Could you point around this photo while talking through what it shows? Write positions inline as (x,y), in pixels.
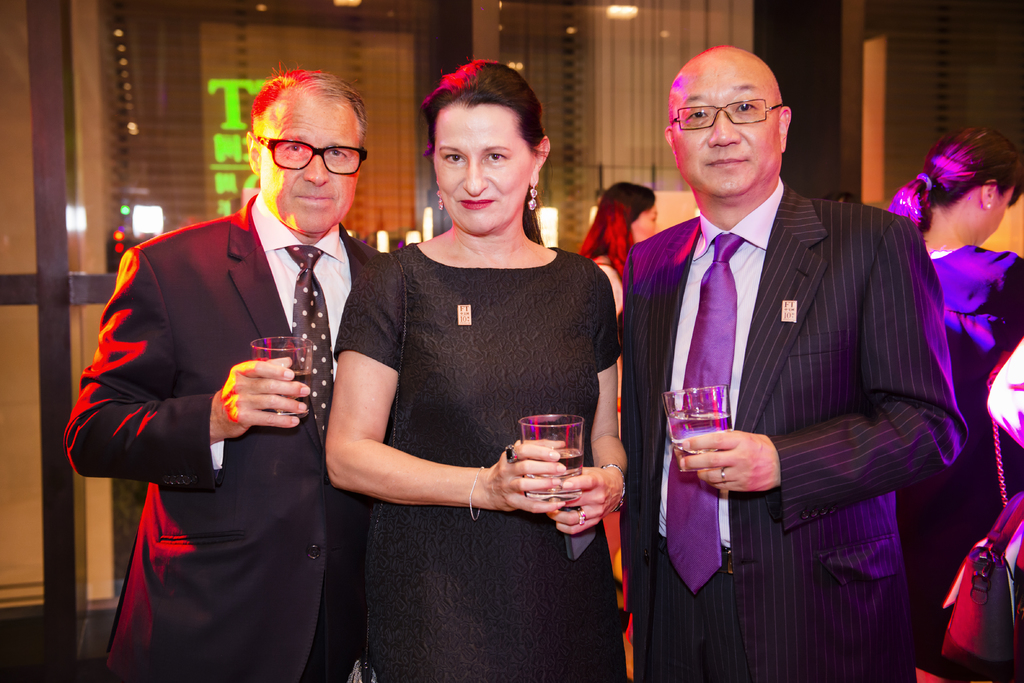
In this image there are three persons (353,456). Two men (697,518) with a black suit (636,571) and a woman (556,560) with black dress (511,580) and these three persons (483,349) are holding glass of wine (697,419). In the background (642,211) there are also people (627,187) visible. Lights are visible in this image.
